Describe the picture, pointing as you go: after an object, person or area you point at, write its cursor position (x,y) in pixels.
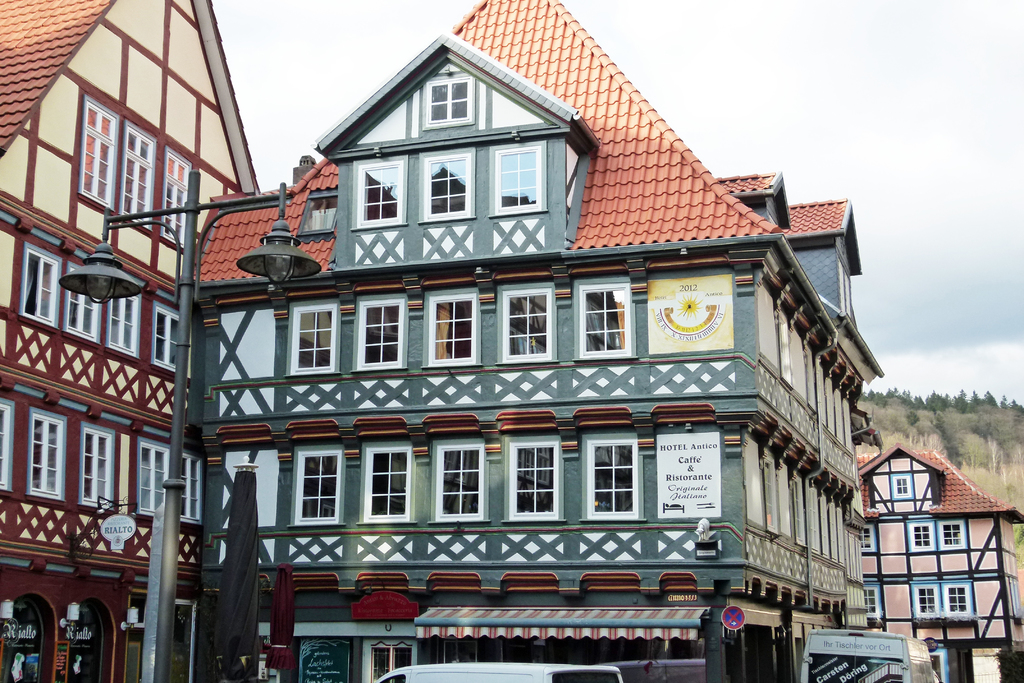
In this picture we can see many buildings (511,375). On the left (116,266) we can see street light (90,255) and sign board (121,542). On the bottom (536,674) there is a white car (511,674) which is parked in front of the shop (574,632). On the right (1020,534) background (1007,437) we can see mountain (952,428), trees (952,423) and plants (976,431). On top (727,16) we can see sky (878,121) and clouds (926,81).
